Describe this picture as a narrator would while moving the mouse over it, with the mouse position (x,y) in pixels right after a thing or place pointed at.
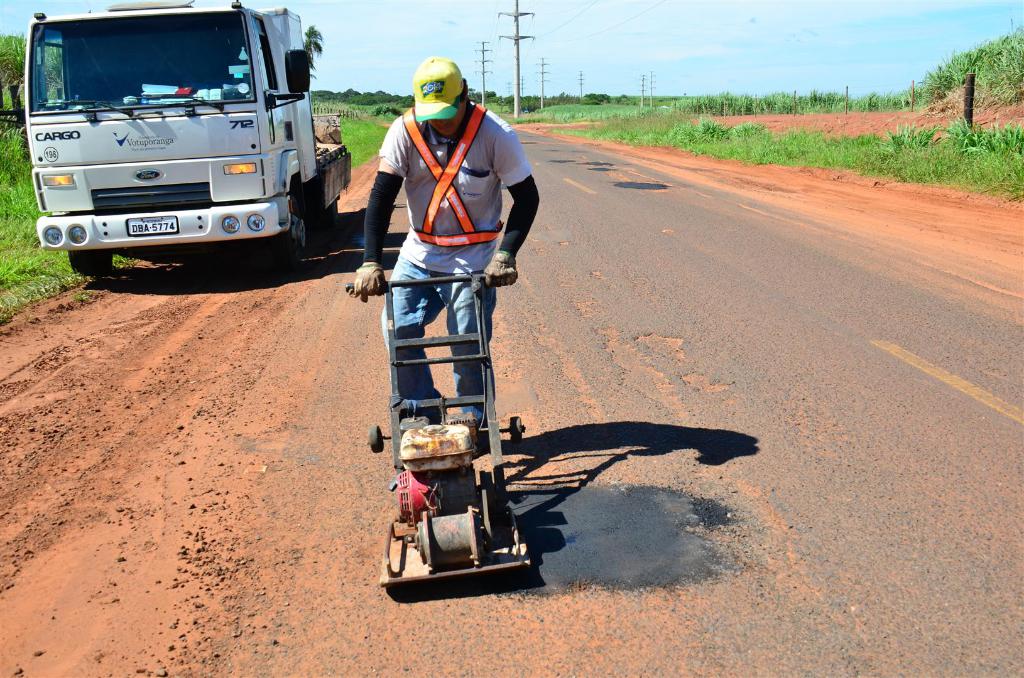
In this image, we can see a vehicle (327,191) and a person (438,202) standing and wearing a cap (433,111) and a safety ribbon (443,197) and holding a trolley (435,481). At the bottom (613,587), there is a road (613,587) and in the background (837,99), there are poles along with wires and we can see trees (857,99).
